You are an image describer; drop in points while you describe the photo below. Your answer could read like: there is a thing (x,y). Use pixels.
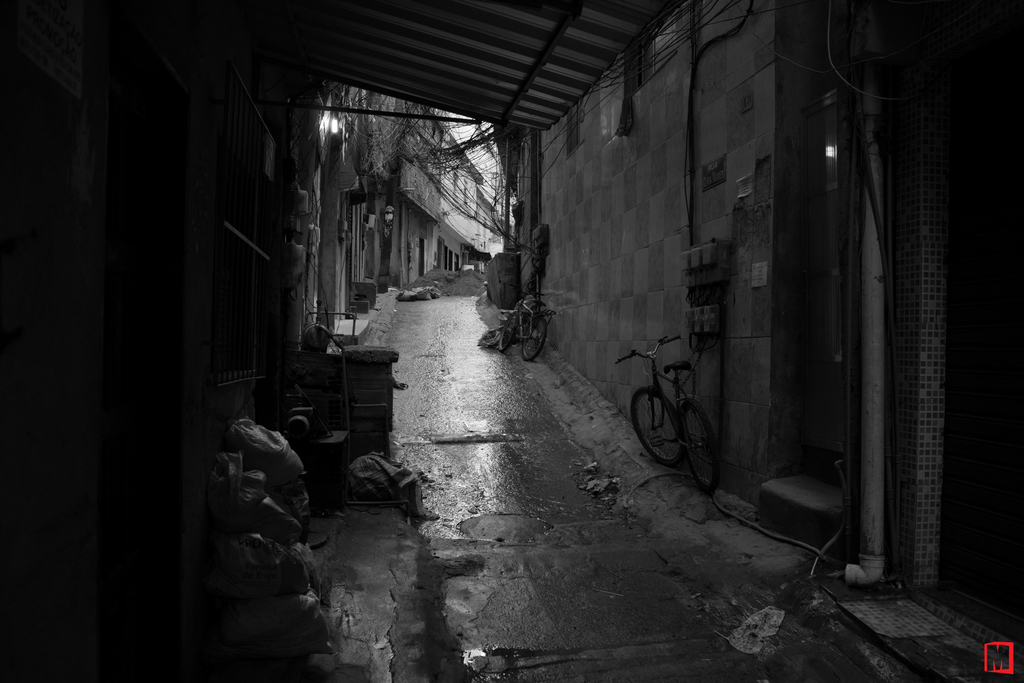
In this picture we can see buildings (418,241), on the right side (683,431) there are two bicycles (666,441), a pipe (865,340) and wires (850,344), there are some bags (275,528) at the left bottom (270,467), it is a black and white picture, we can see electric boards (545,244) here.
